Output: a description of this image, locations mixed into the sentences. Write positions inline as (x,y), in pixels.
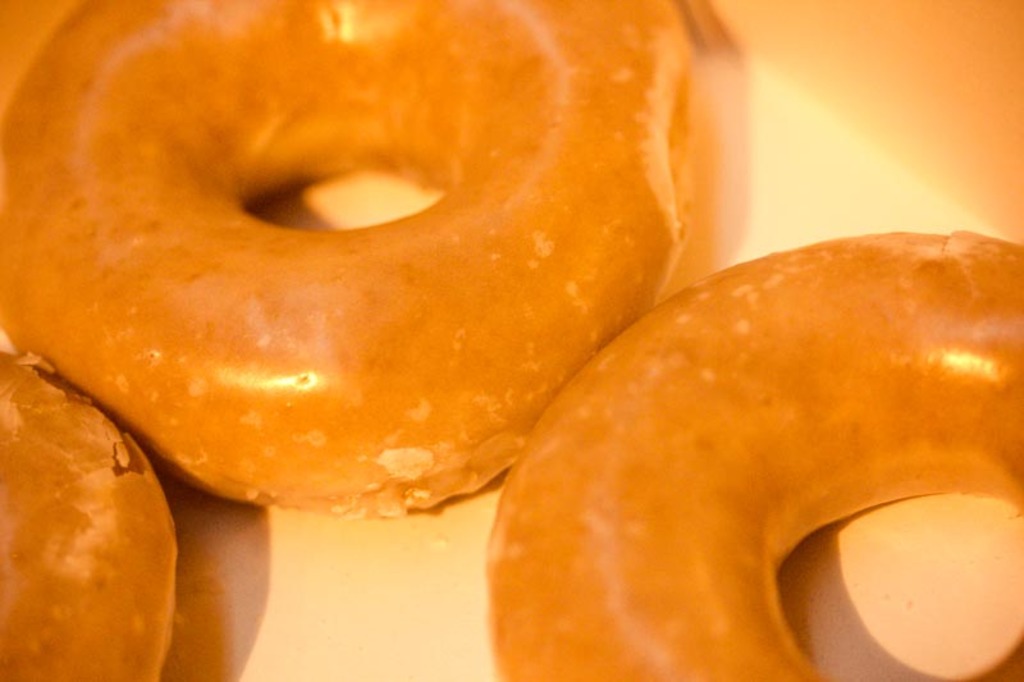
It is a zoomed in picture of doughnuts (434,487) on the plain surface (377,597).
